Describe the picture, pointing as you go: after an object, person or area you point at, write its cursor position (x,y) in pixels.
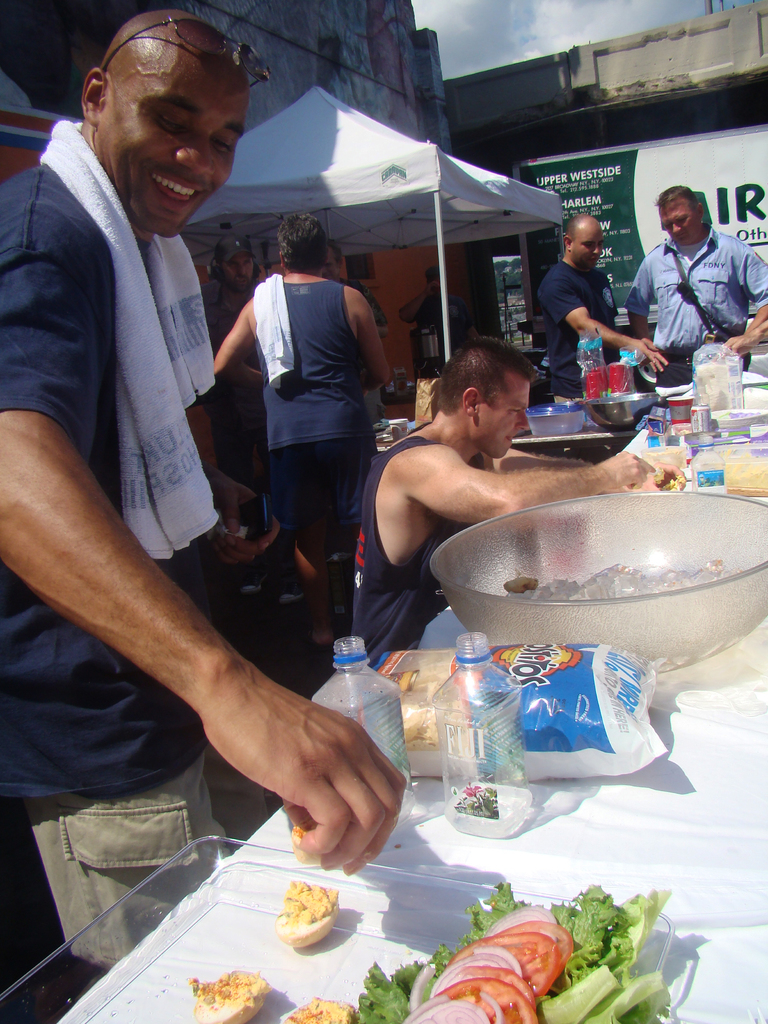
In this image there is a table (655,864) on which there are bowls (673,541), bottles (392,695), packets (543,705) and some food stuff (469,973). On the left side (91,355) there is a person (89,345) who is placing the egg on the tray (414,937) with the green leaves (439,965), tomatoes (523,963) on it. In the background (348,220) there is a tent (352,182) under which there are few people (293,436) standing. At the top (509,49) there is the sky (509,49). Behind the tent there is a building (368,53).
